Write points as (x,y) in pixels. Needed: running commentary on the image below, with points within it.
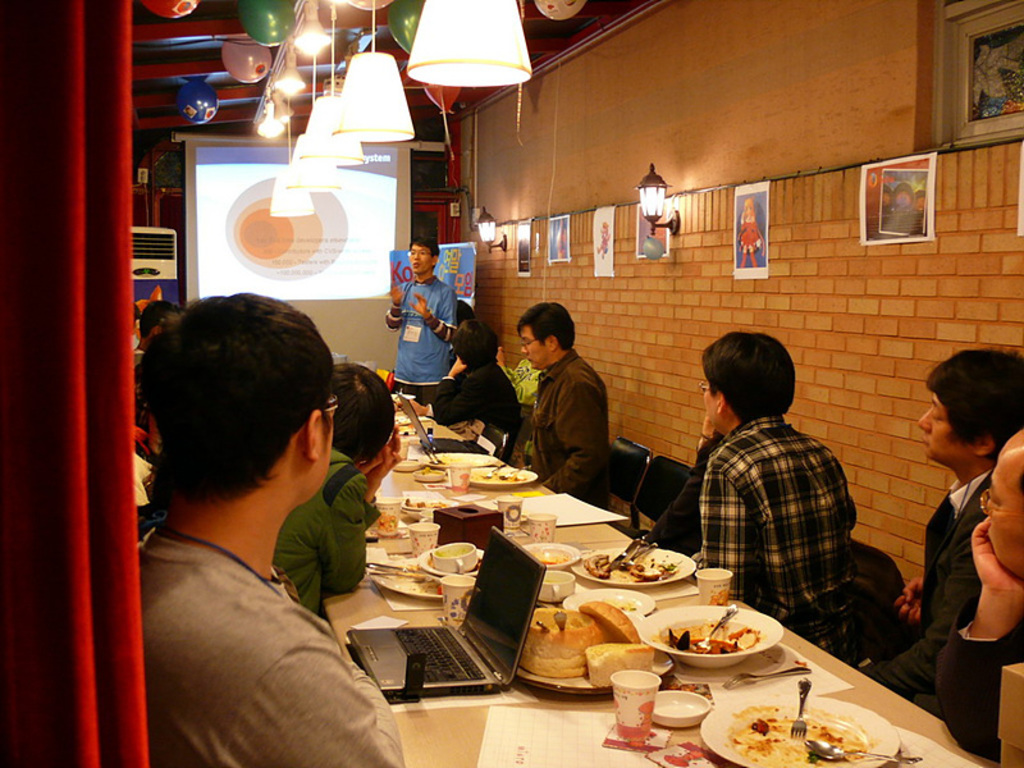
On the left side (303,680), there are persons (302,341) in different color dresses (215,559) in front of the tables (685,667) on which there are food items (768,740), glasses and other objects (529,474) and there is a red color curtain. On the right side (725,484), there are persons (548,343) sitting on chairs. Above them, there are lights (267,121) and balloons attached to the roof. In the background (443,377), there is a person (424,242) standing and speaking, there are posters (603,244) and lights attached to the wall (945,196), there is a screen (331,270) and there are other objects (181,189).
